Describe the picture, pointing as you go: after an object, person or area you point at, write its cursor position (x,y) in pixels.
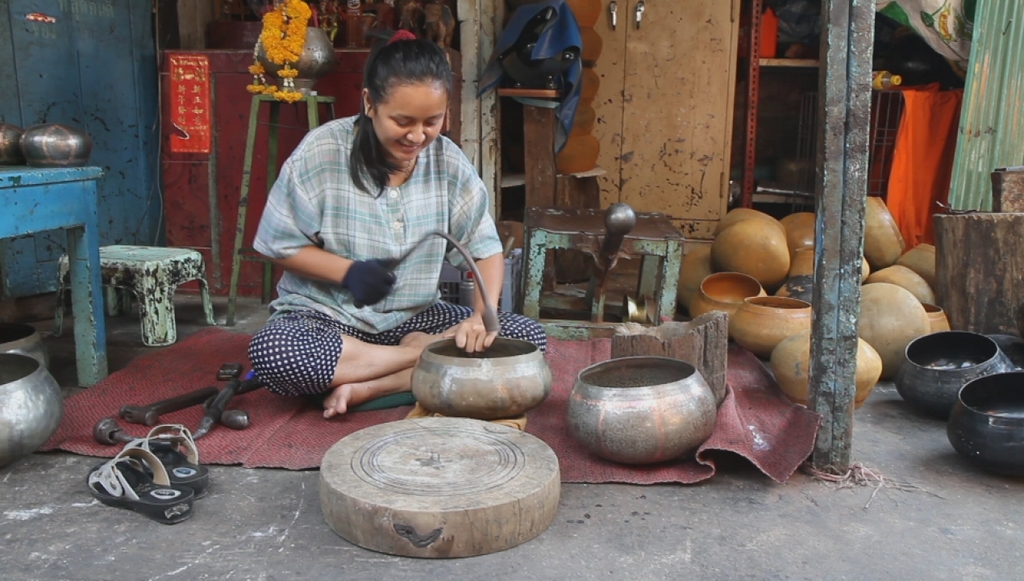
In this picture I can see a woman (372,338) is sitting on the mat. The woman (410,297) is holding an object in the hand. The woman (343,238) is smiling. In the background (144,304) I can see cupboard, flowers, table (76,315), stool (149,290) and some other objects (778,328) on the ground (69,335). Here I can see a wooden object (496,520).
